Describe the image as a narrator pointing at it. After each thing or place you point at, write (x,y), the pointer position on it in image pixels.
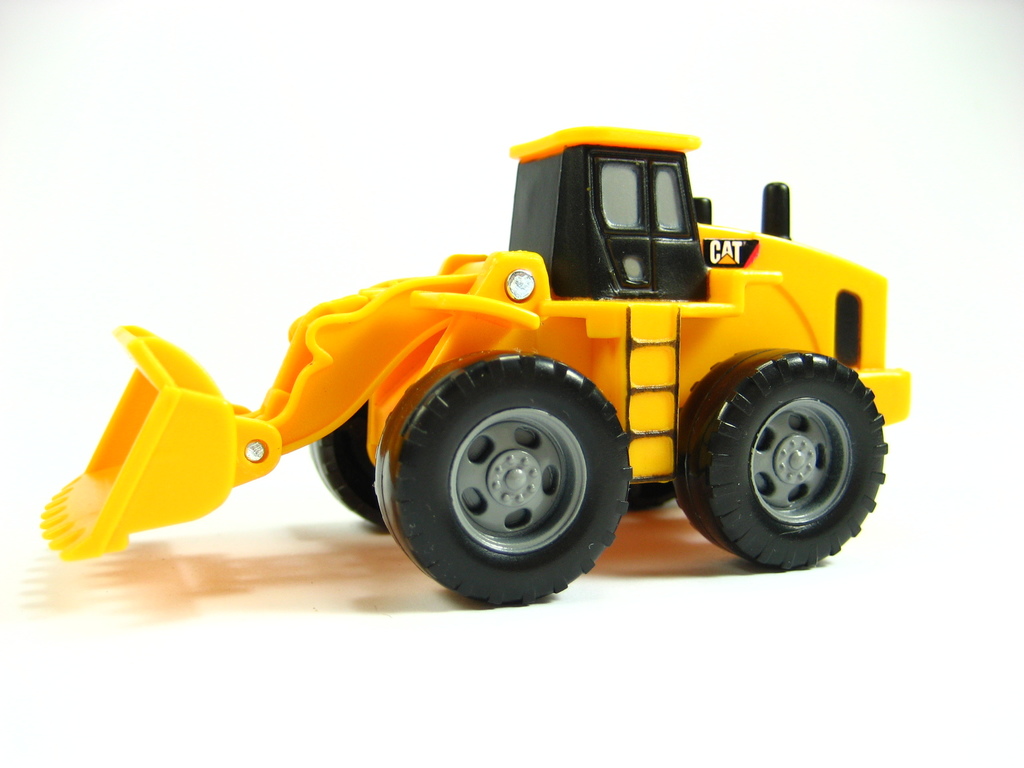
In this image we can see a toy truck (541,446) which is placed on the surface (354,570).
